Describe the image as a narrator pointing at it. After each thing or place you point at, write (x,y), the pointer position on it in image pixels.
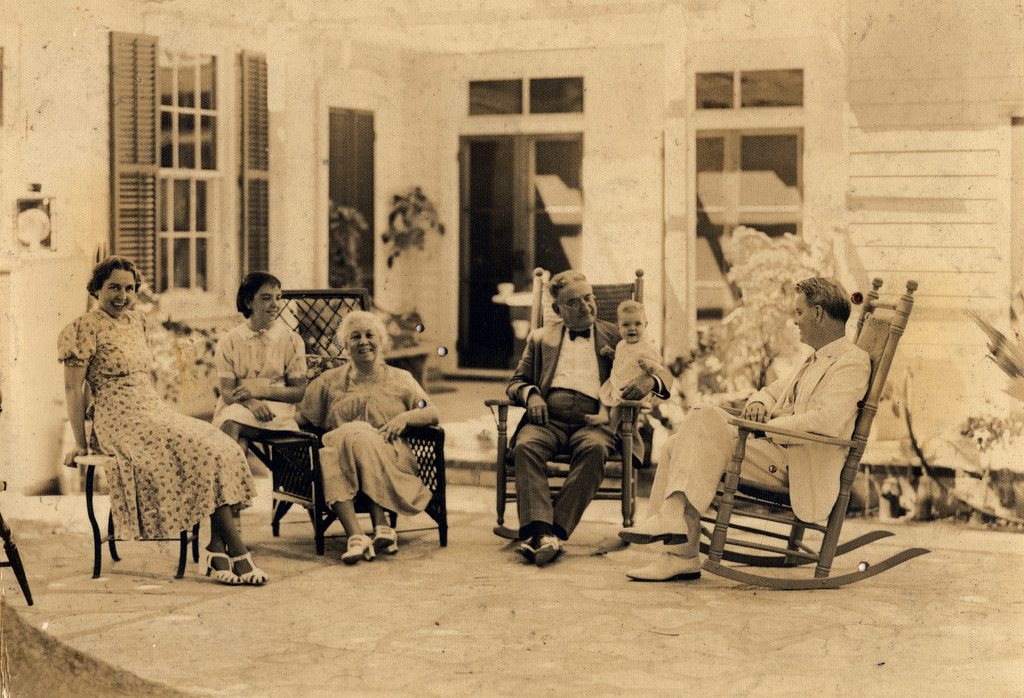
In this image we can see five persons (574,420) and a baby (631,317). They are all having pretty smile on their faces (371,344).
